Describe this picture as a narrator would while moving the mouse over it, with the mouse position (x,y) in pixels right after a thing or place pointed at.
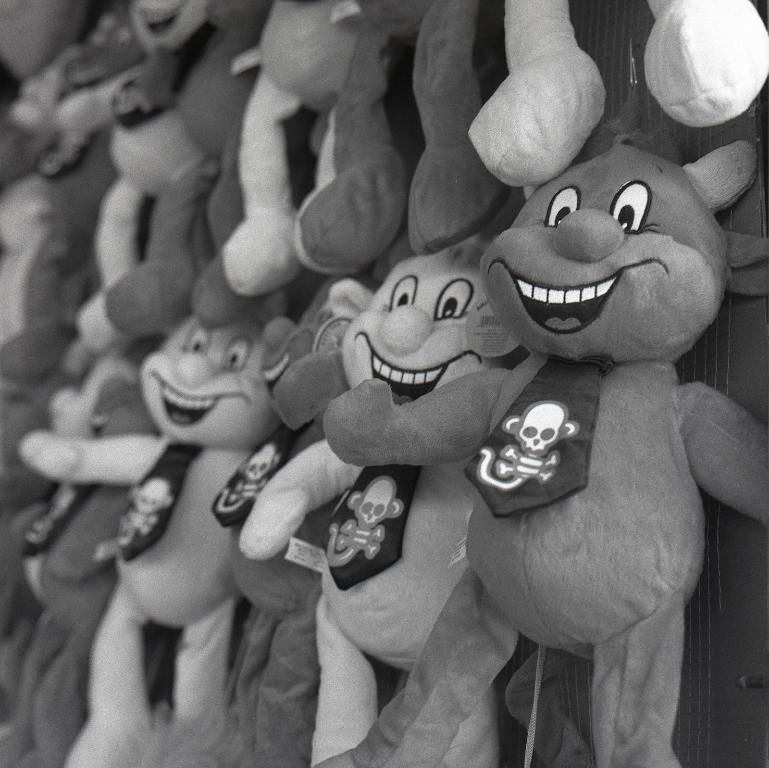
In this picture I can see number of soft toys (646,466) in front (657,469) and I see that this is a black and white image.
